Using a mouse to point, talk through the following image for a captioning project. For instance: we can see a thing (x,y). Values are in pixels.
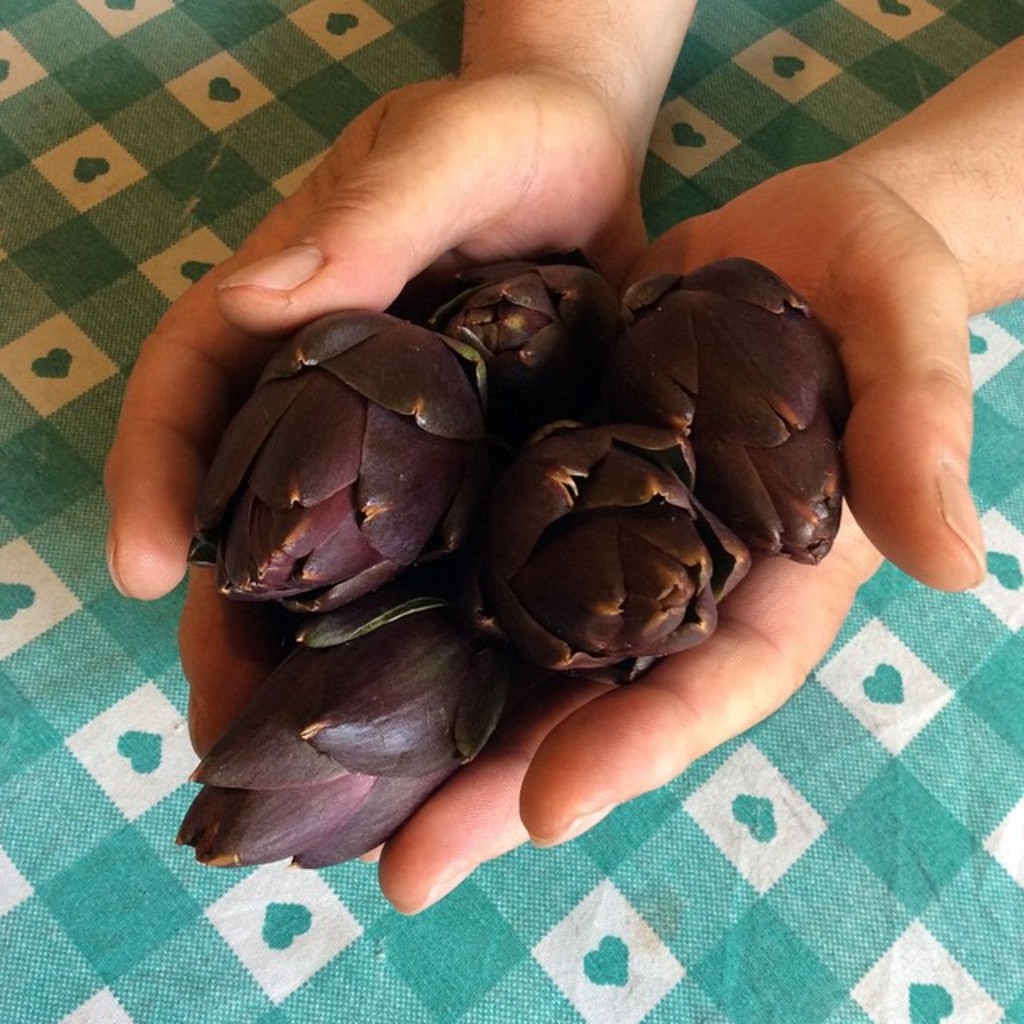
In the picture I can see a person's hand (969,310) holding some purple color artichokes (442,543). In the background (715,878), I can see the cloth (229,959) which is in green and white in color.
